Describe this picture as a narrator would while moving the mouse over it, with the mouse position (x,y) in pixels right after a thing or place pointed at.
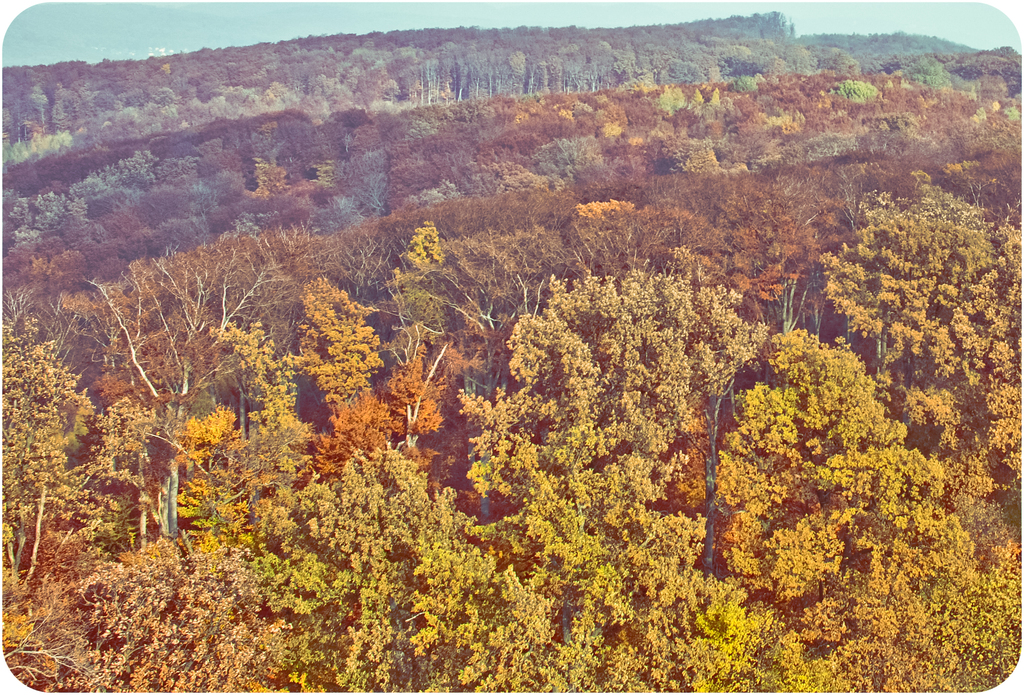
In the picture there is a lot of greenery (412,372) with plenty of trees (479,397) all around.
